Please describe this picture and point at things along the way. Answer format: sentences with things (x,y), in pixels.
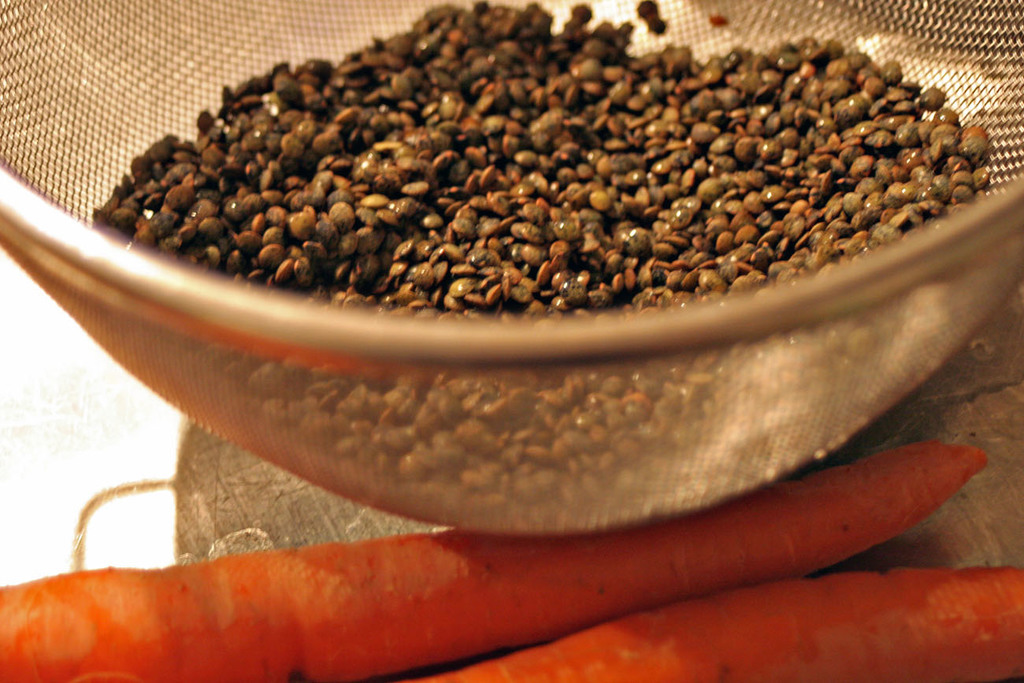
At the top of this image (811,186), there are seeds (436,77) placed in a net (956,89). This net (261,19) is placed on a grey object (955,382), on which there are two carrots (479,565). And the background (46,325) is white in color.
